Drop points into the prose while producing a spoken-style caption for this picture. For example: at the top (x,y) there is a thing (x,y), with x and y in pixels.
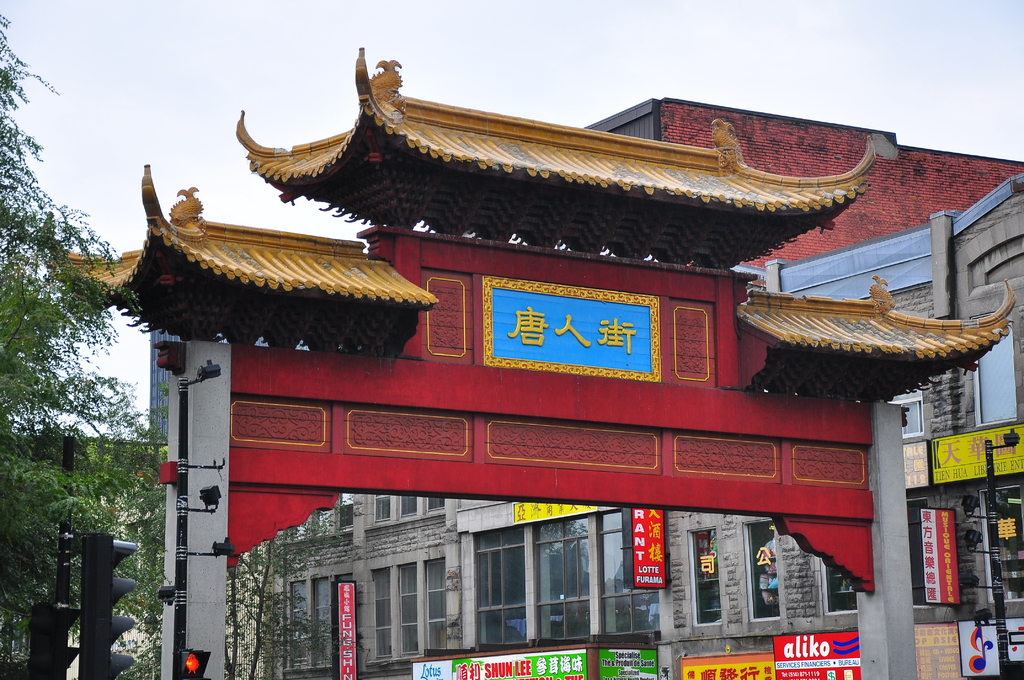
In this image there is an arch (244,460) which is red in color and it also has roof (264,301) which is specially designed and there is something written (583,299) on this arch (670,300) which is in a different language and it is blue in color and the language is written in yellow in color and there are also some buildings (423,621) with some boards (827,660) on them here are traffic poles (123,547) towards the left (124,660) and also towards right (996,584) and the traffic pole (182,390) which is on the left (189,657) shows orange color.
